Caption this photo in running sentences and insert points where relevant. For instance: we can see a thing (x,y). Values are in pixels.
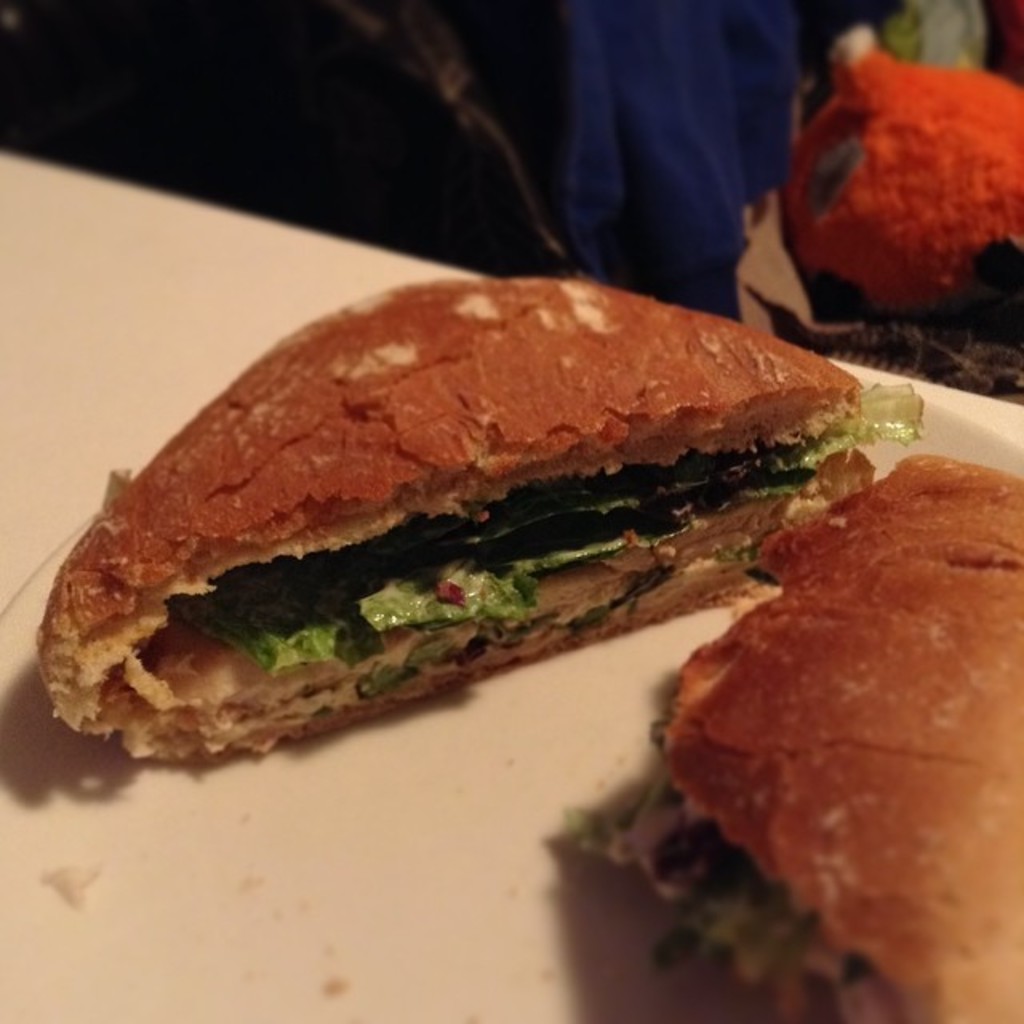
In this image there is food (383,618) on the surface (386,860).
